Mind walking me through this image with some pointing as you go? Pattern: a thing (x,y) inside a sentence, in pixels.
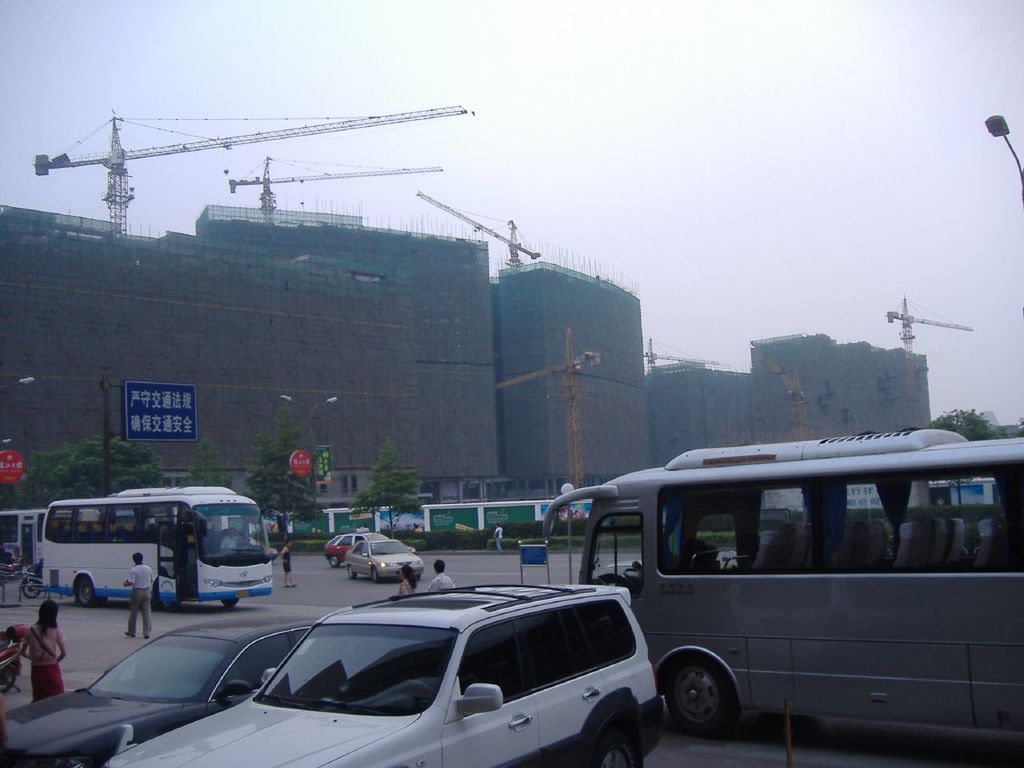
Here we can see under construction buildings (486,316) and cranes (201,144). This is sky (659,205). Vehicles (585,561) are on the road (85,652). These are sign boards (326,451), trees (257,448), people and light pole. Blue board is on a pole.
